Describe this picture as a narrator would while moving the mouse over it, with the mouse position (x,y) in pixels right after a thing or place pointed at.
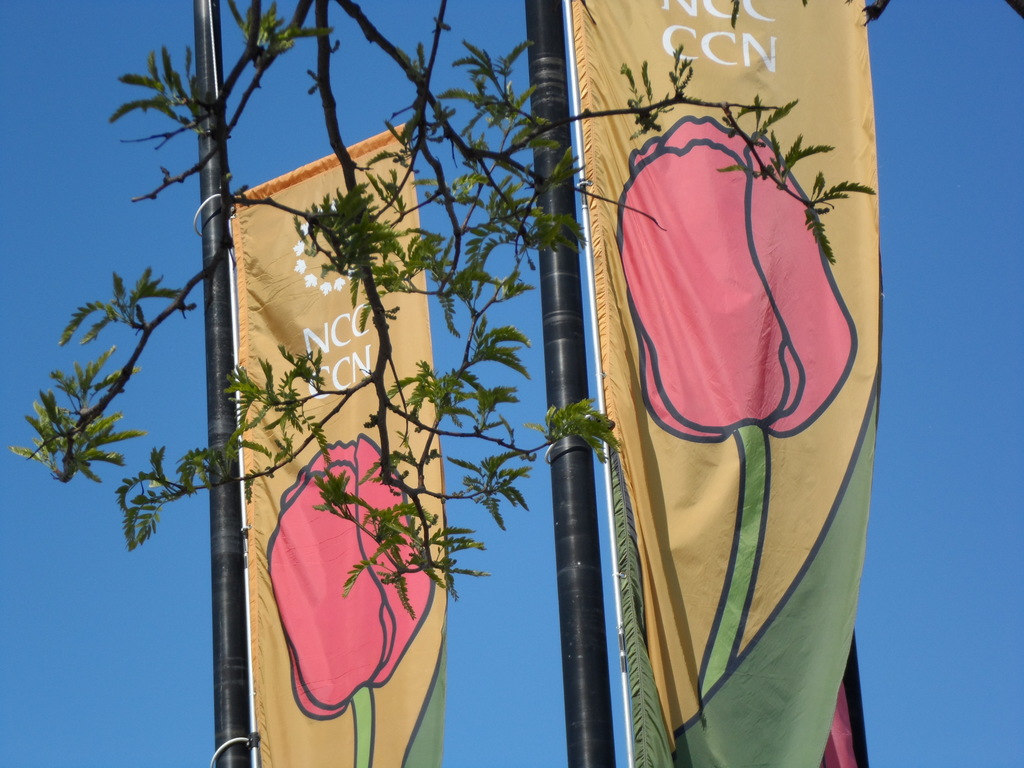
In this picture I can see the flags (812,383) on the black poles (607,756). At the top (231,244) I can see the tree branch (469,197). On the flag (366,374) I can see the design (801,333) of the flower (377,603). In the back (498,714) I can see the sky (500,671).
